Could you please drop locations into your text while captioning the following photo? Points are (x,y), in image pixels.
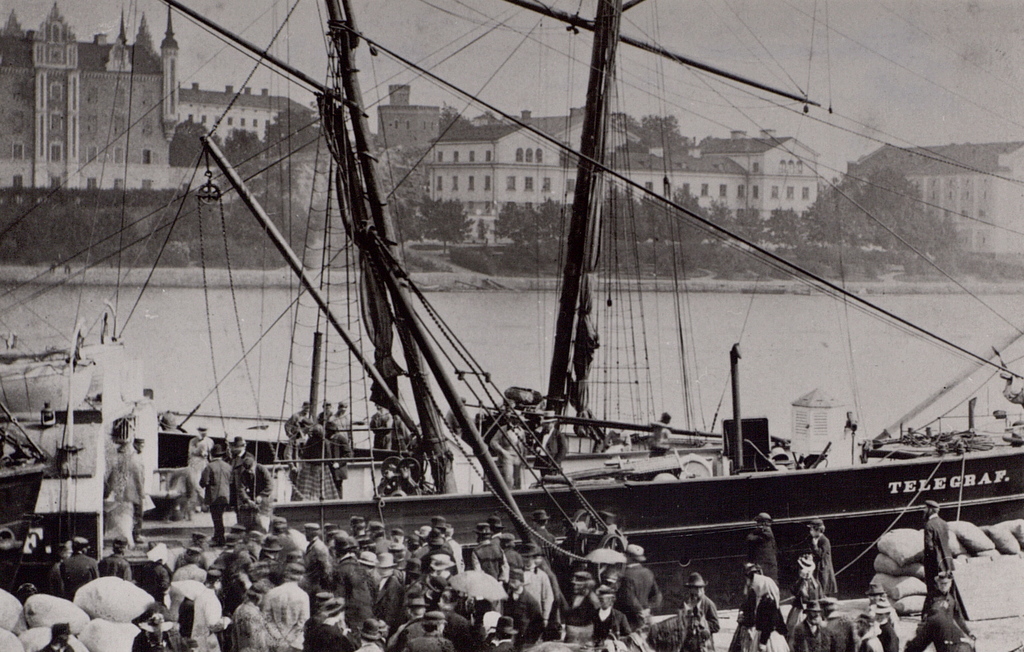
In this picture I can observe some people (377,581) in the bottom of the picture (318,594). In the middle of the picture (351,411) I can observe ship (434,352) floating on the water (248,334). In the background (483,195) there are buildings (62,152) and sky (453,69).
